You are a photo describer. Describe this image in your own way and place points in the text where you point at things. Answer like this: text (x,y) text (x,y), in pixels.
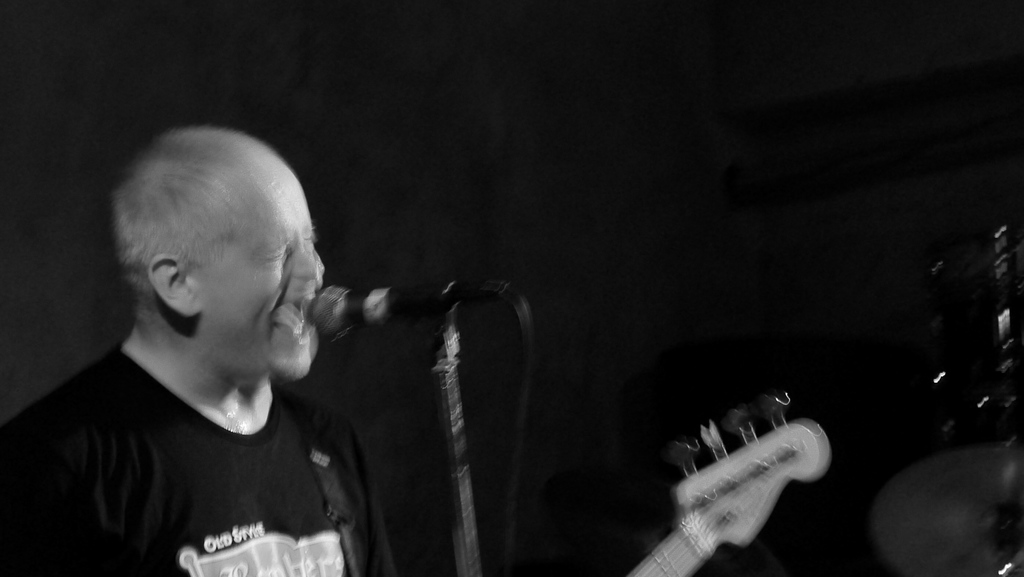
In the picture I can see a man (226,371). I can also see a microphone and a guitar (702,497). The picture is black and white in color.
